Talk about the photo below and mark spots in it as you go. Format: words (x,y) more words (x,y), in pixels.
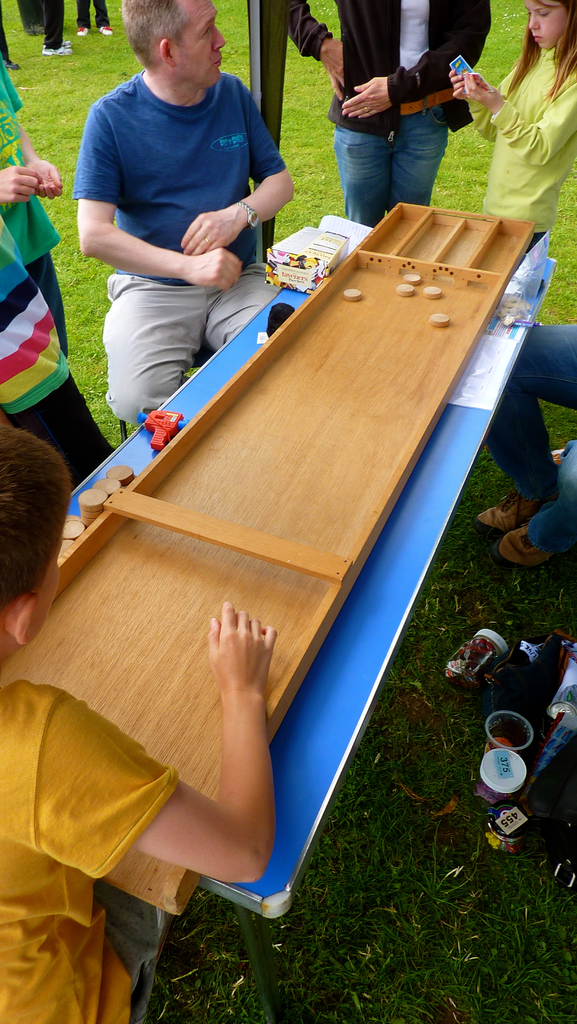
In this image there are people (568,390) around a table (360,669) with a child (89,707) who is playing on a wooden plank (277,528) with the coins (405,288) on it. At the background (88,103) there is grass (60,107). On the table (75,497) there are coins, gun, box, paper (496,365), cover (517,305). At the bottom (520,737) there is cup (509,735), plastic cover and grass (409,719).
